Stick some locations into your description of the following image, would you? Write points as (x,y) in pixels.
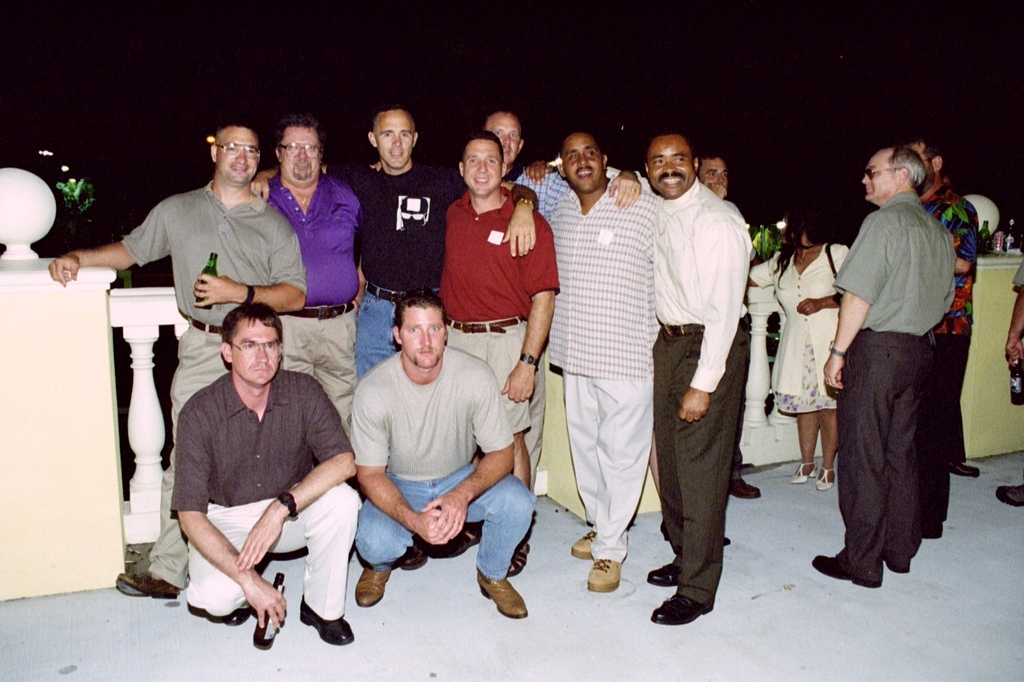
In this picture I can observe some men (440,436) standing on the floor (533,584). The background (122,110) is completely dark.
